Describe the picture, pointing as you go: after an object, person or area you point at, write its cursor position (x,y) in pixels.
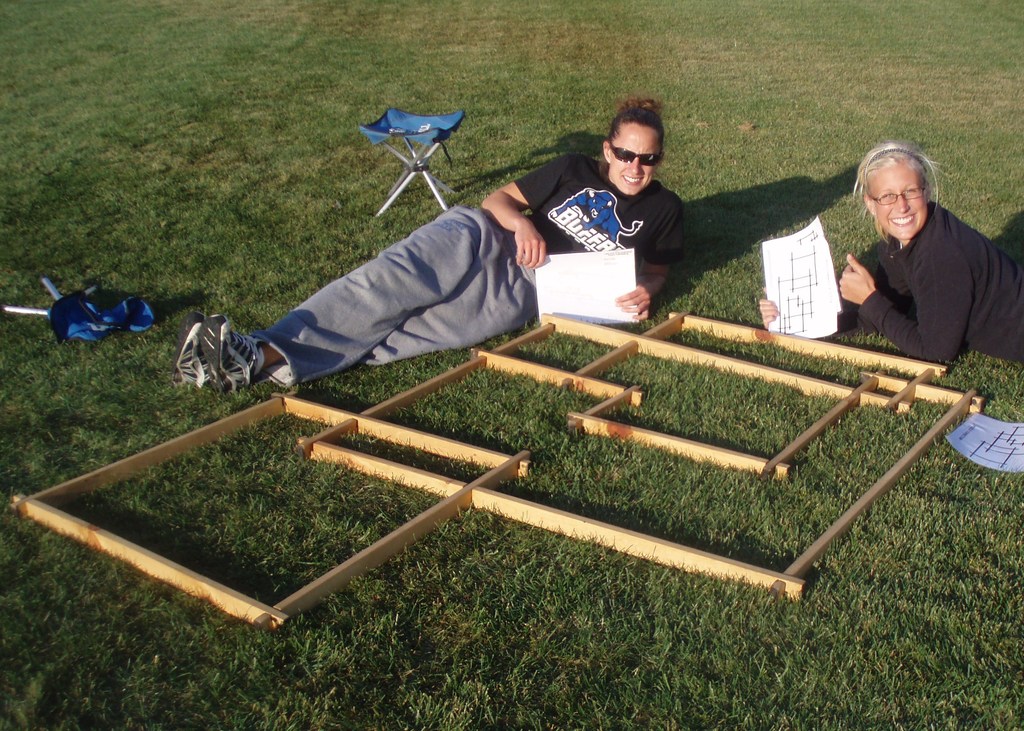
In this image there is a woman (881,261) and another woman (463,275) lying on the ground (702,263). They are holding papers (778,279) in their hands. In front of them there is a wooden frame (614,428). There is grass (531,672) on the ground (631,638). Behind them there are stools (78,323).
